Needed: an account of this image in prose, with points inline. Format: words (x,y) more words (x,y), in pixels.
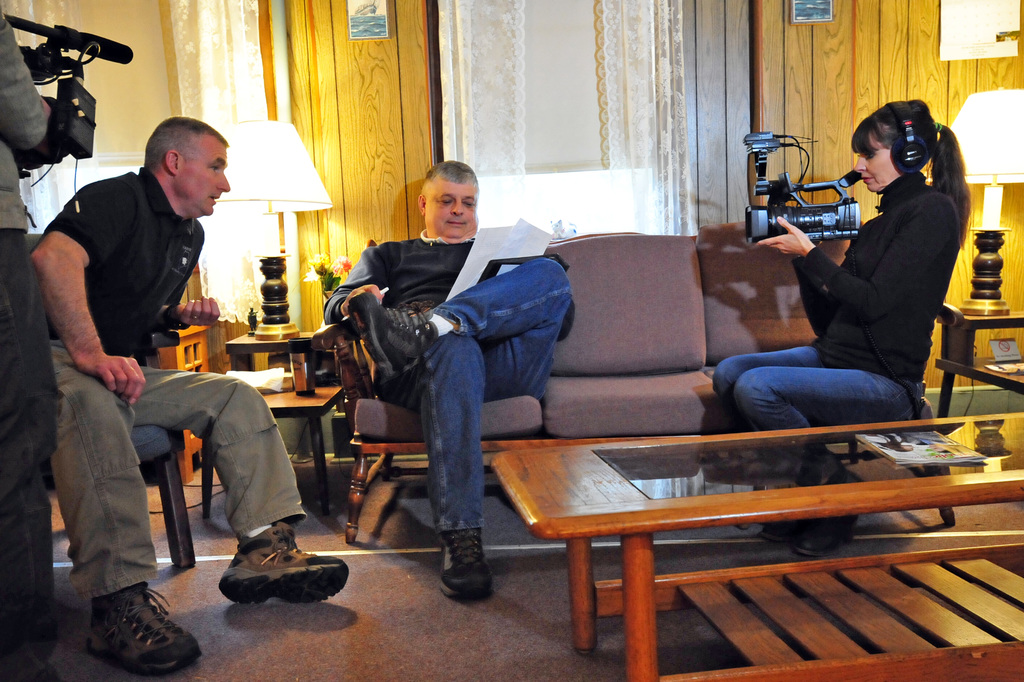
In the picture we can see a two men (475,390) sitting and one woman (859,256) sitting on a chair (602,300) and one person (12,344) holding a camera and standing, the woman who is sitting also is holding a camera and capturing them, in the background (788,85) we can see a lamp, a wall (777,93) which is wooden and curtain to it which is white in color, in the front of them there is a table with wooden frame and book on it.
